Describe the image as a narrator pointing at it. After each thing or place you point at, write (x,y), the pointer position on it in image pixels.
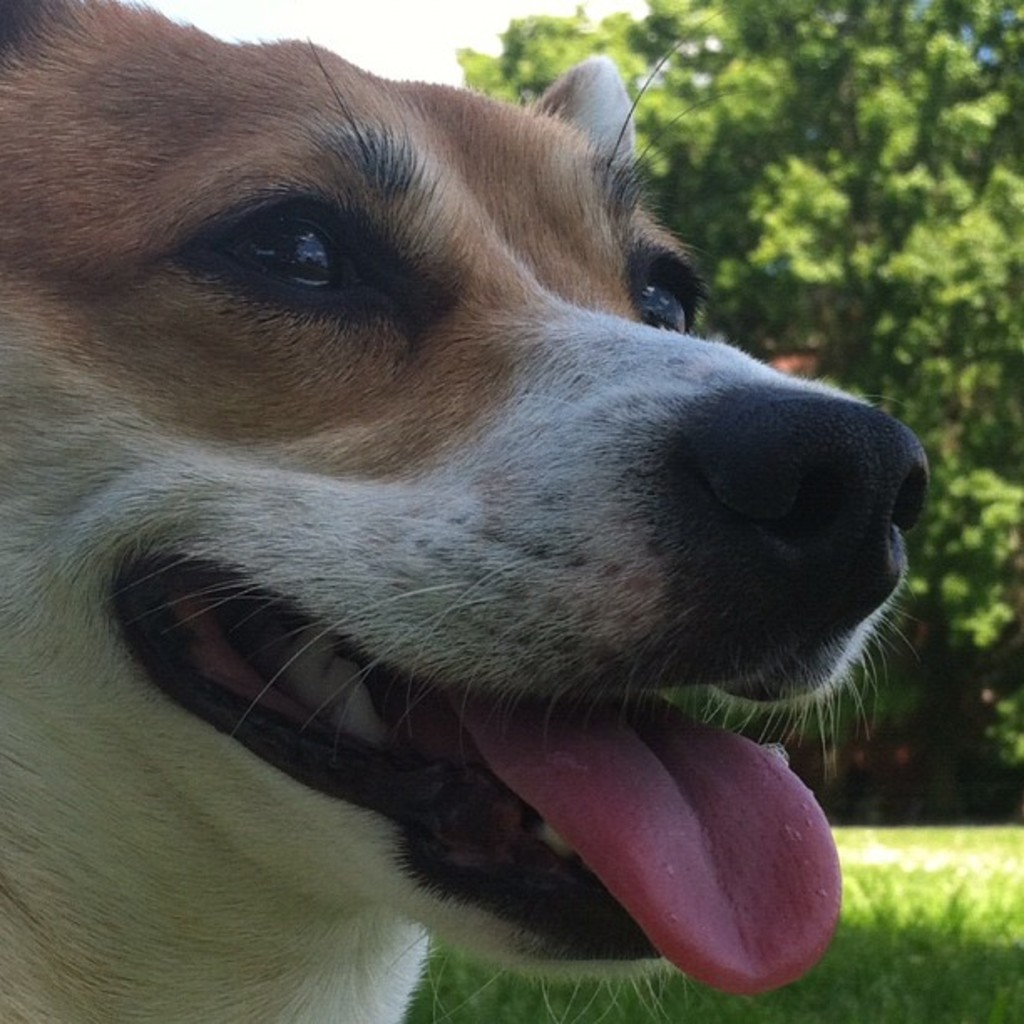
In the center of the image (484,402) we can see dogs face (454,854). In the background (897,1003) we can see grass (887,1017), tree (855,368) and sky (426,73).
